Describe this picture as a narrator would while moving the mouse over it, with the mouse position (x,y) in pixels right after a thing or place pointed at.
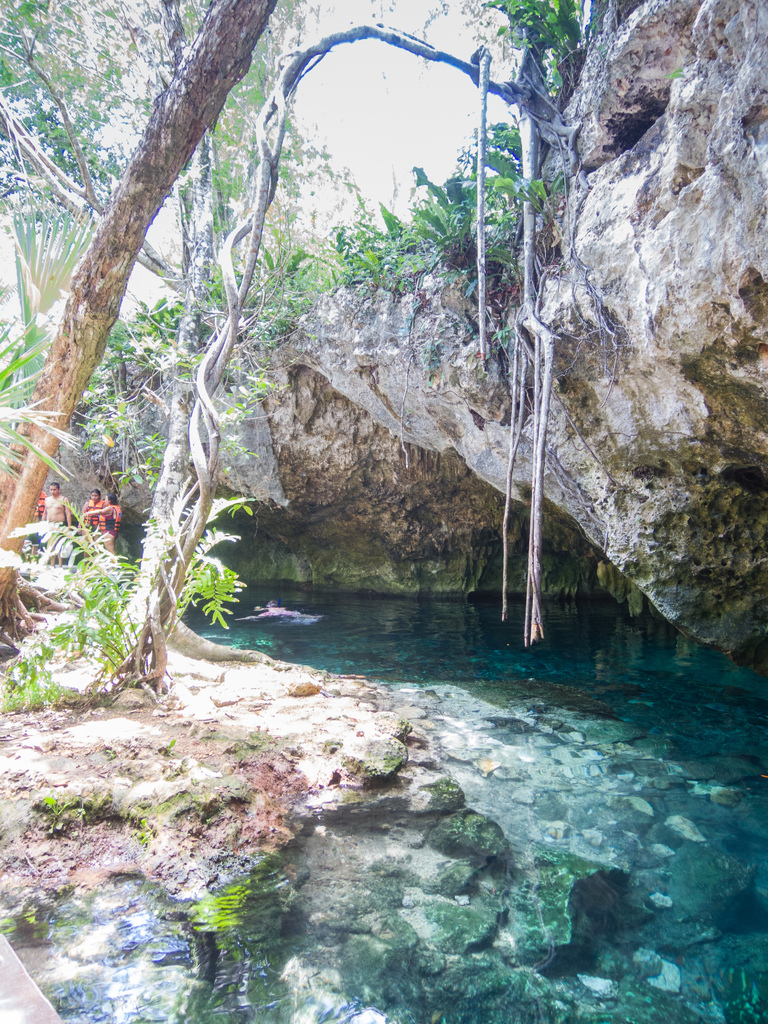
This picture is of outside. In the foreground (330,717) we can see the ground (137,690) with plants (123,587) and a tree (79,351). On the right (607,748) we can see a water body (597,649). In the background (97,500) we can see the person's (86,507) seems to be standing and there is a sky (395,116) and a rock (610,263) and there are some plants (397,223).
